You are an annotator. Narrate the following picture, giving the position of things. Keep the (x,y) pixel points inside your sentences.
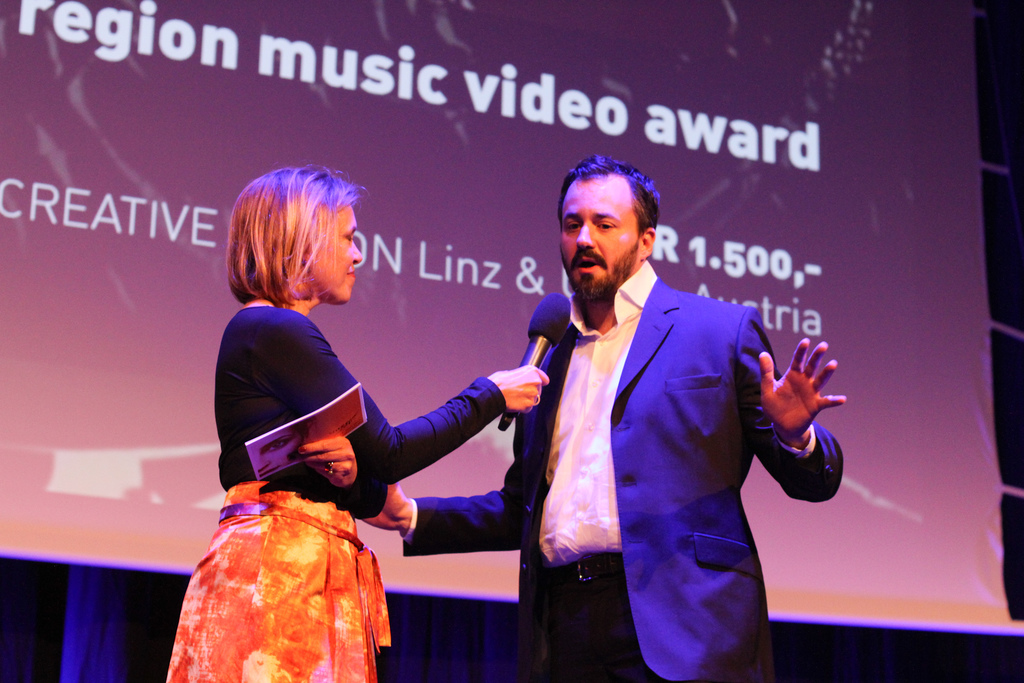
in this image, we can see two people (466,397) standing and one of them is holding a mic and a paper (301,428). In the background (215,214), there is a screen (741,85) and we can see some text (572,119) and there is a curtain (65,623).
